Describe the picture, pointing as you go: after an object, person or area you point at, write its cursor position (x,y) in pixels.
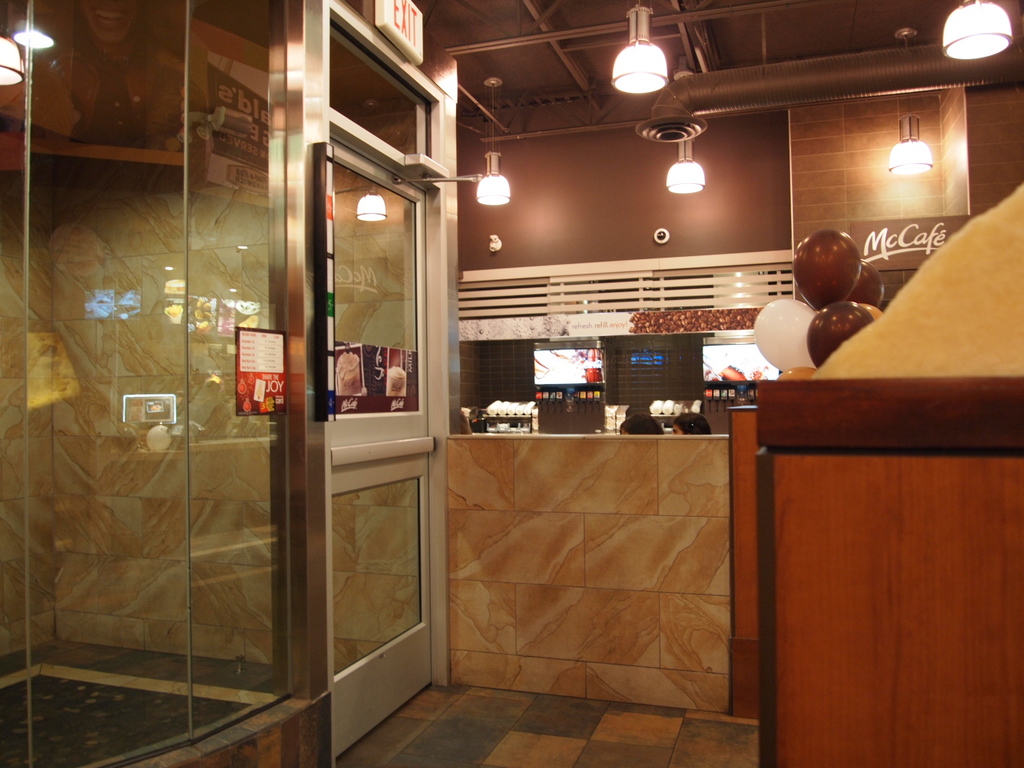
On the left side of the image (253,335) there are glass walls (213,206) and a glass door (405,421) with posters (337,356) on it. Beside them there is a wall (556,449). Behind the wall (702,487) there are two heads (640,425) of humans (626,426). Behind them there are machines (596,358). And also there is a board (907,237) with a name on it. On the right side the image there is a table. Behind the table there are balloons (839,325). At the top of the image (735,60) there is a ceiling (539,125) with lights (687,155) and a chimney (776,95).
